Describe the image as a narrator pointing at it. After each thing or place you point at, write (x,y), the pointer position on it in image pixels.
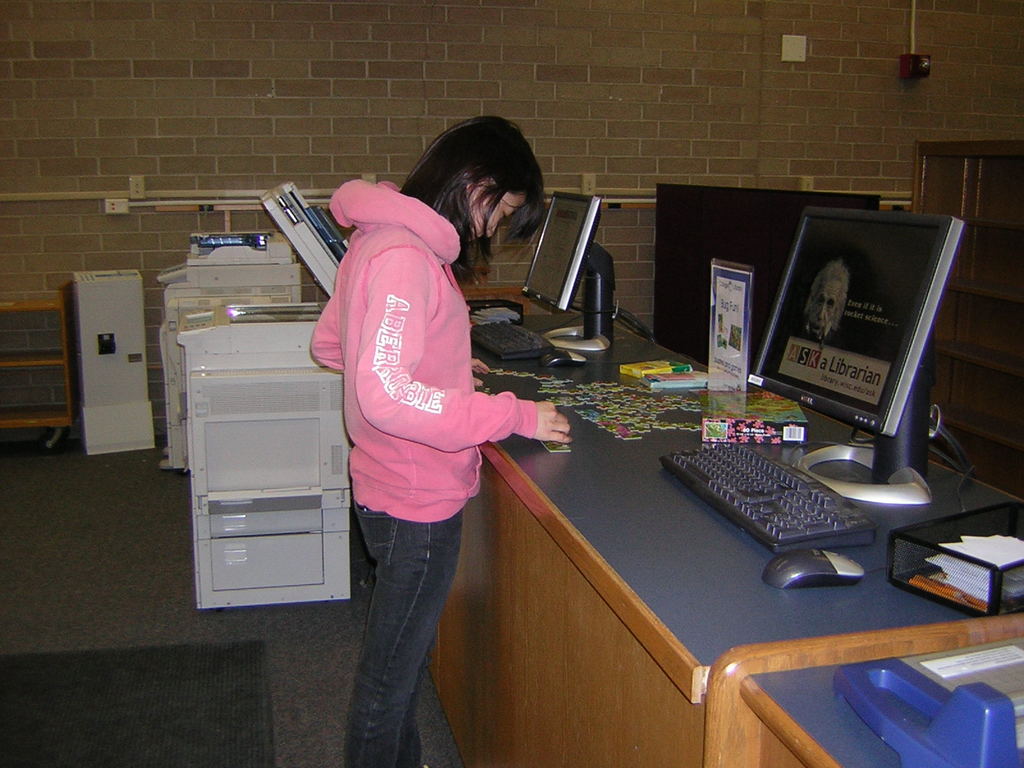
In this picture we can see a girl (350,390) standing in front of table (605,478), and solving a puzzle (593,388). In front of her we can see monitors (575,253), keyboards (772,486), mouse (821,572) on the table (657,565). Beside to her there is machines (247,362).
